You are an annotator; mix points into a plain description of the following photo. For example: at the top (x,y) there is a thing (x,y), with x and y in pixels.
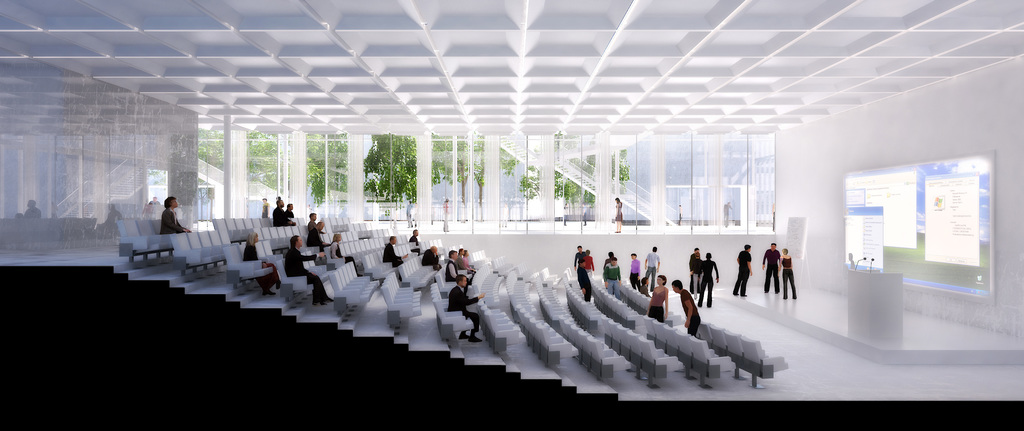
This is the animated image of a big hall (380,291), in this image there are a few people (273,278) seated on chairs (569,270), in front of them on the stage (780,308) there are a few people (778,291) standing, there is a dais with mics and a board (799,258) on the stage (800,293), behind the board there is a screen (878,207) on the wall (892,162), in the background of the image (394,177) there is a glass window (713,203), on the other side of the glass window (407,182) we can see trees (539,177) and stairs (592,177).
